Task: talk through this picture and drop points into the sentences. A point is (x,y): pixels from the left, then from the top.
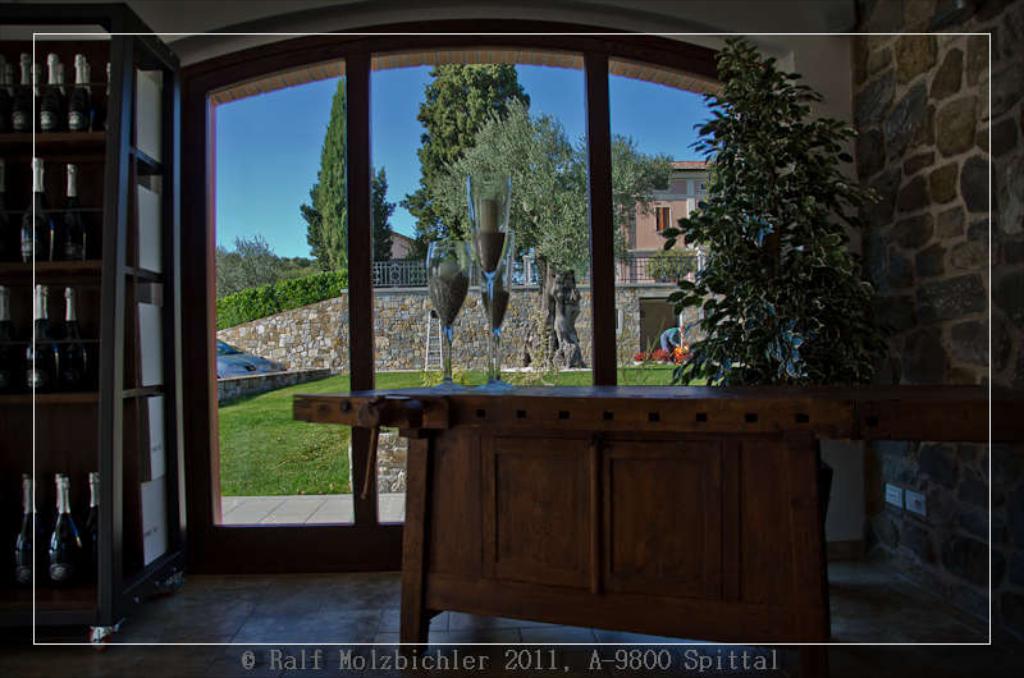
In this image we can see wine bottles (83,249), carton boxes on the racks (64,180) on the floor (152,617), table (576,598), plant (707,366), glass doors (330,201) and objects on the stones wall (962,530). Through the glass doors (482,354) we can see a person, plants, trees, vehicle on the side, wall (518,306), railing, building (661,230), window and sky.
